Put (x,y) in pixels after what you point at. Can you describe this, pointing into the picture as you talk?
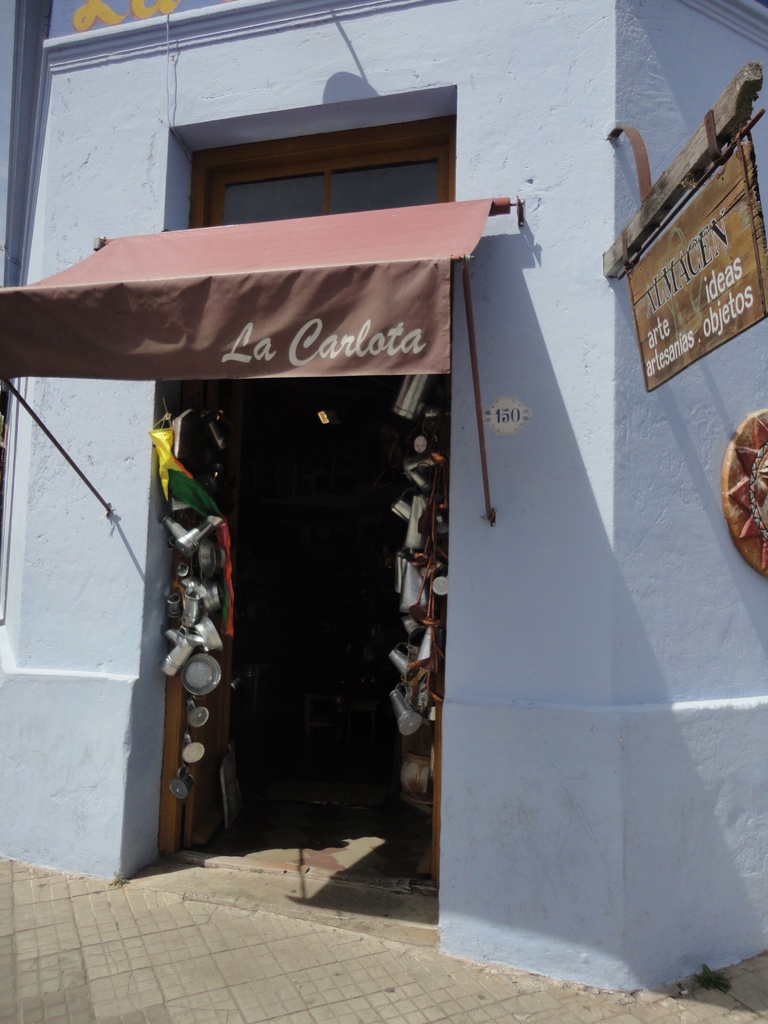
In the center of the image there is a door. There is a sign board (644,353). There is a wall (560,119). In the bottom of the image (305,943) there is a road (253,966).
